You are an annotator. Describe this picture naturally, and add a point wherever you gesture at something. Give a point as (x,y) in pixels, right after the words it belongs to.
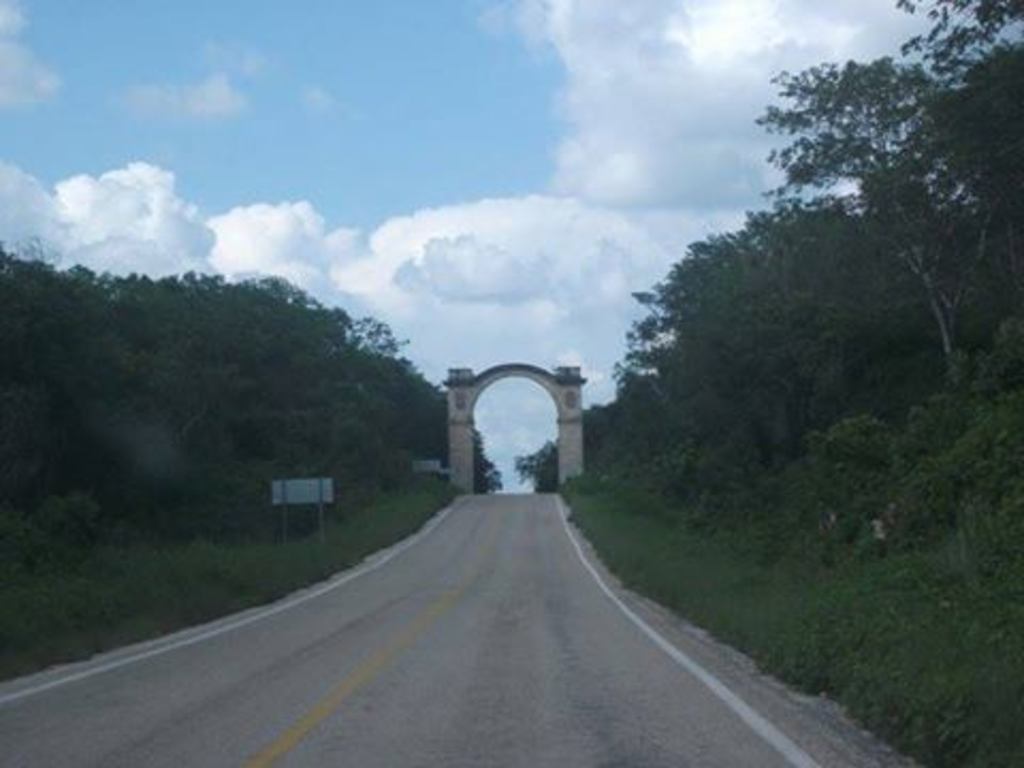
In this image we can see the road (518,570) and an arch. Beside the road (467,525) we can see the grass (635,553), plants (713,500), a board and a group of trees (765,494). At the top (546,224) we can see the sky (544,139).
